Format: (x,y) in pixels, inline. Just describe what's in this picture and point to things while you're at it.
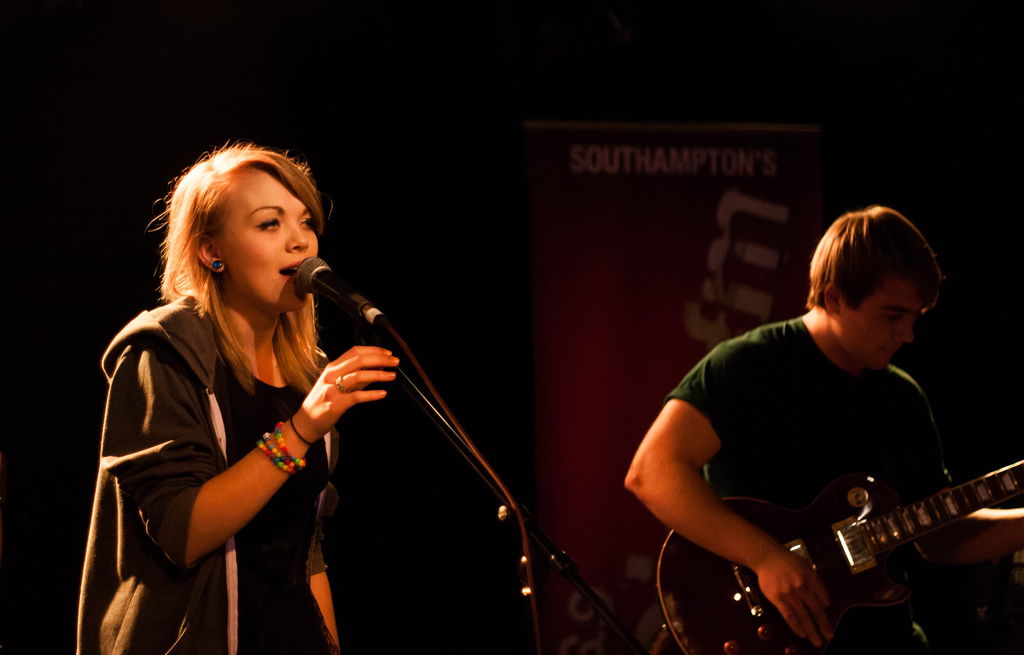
The woman (201,482) on the left side of the picture (201,482) wearing a black jacket (139,477) is singing the song on the microphone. The man (716,522) on the right side of the picture (773,379) wearing a green T-shirt (780,430) is holding a guitar (760,612) in his hands (786,560). He is playing the guitar (812,534). In the background (418,205), it is black in color. This picture might be clicked in the musical concert.
